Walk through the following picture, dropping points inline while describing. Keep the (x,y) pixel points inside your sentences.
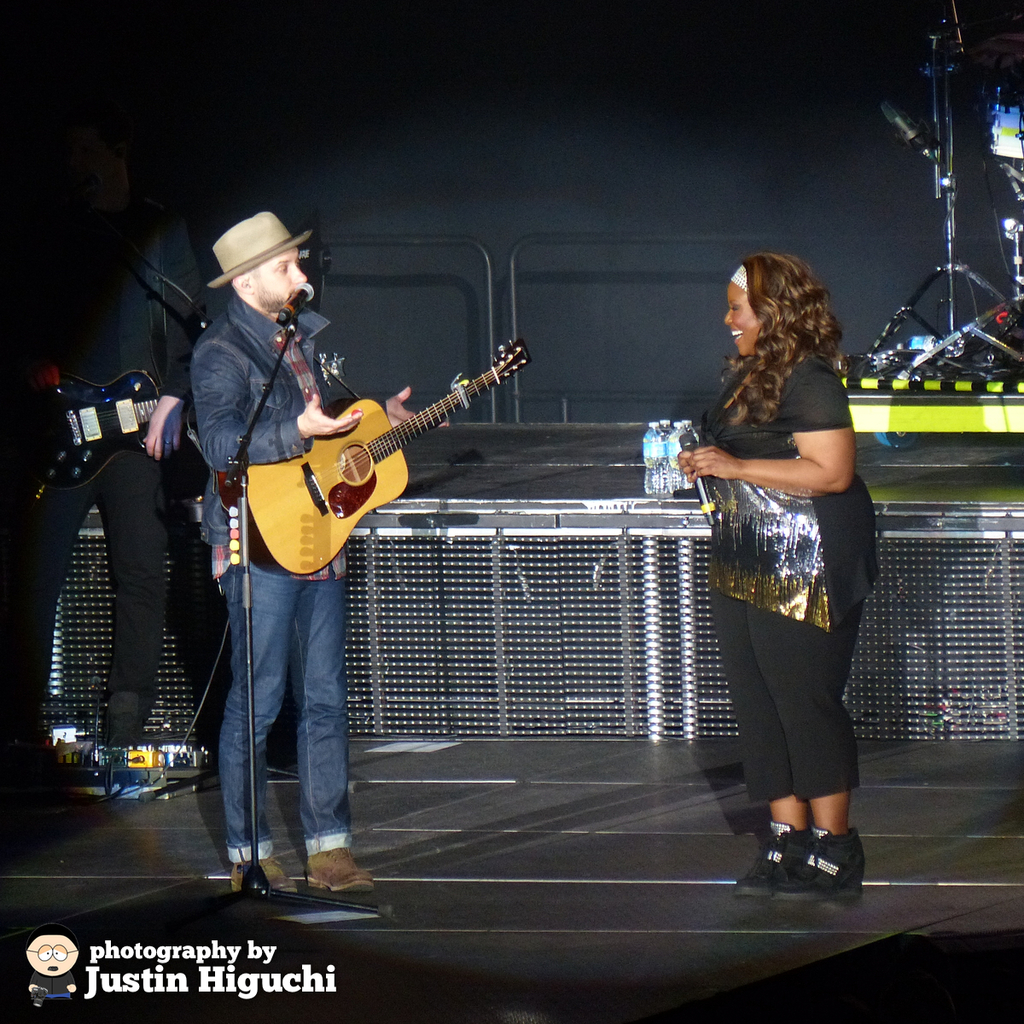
In the middle of the image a woman (759,434) is standing and holding a microphone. Bottom left side of the image (246,792) a man (252,296) is standing and holding a guitar (324,459). Top left side of the image (79,156) a man (93,136) is standing and holding a guitar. In the middle of the image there is a microphone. In the middle of the image (664,490) there are some water bottles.
